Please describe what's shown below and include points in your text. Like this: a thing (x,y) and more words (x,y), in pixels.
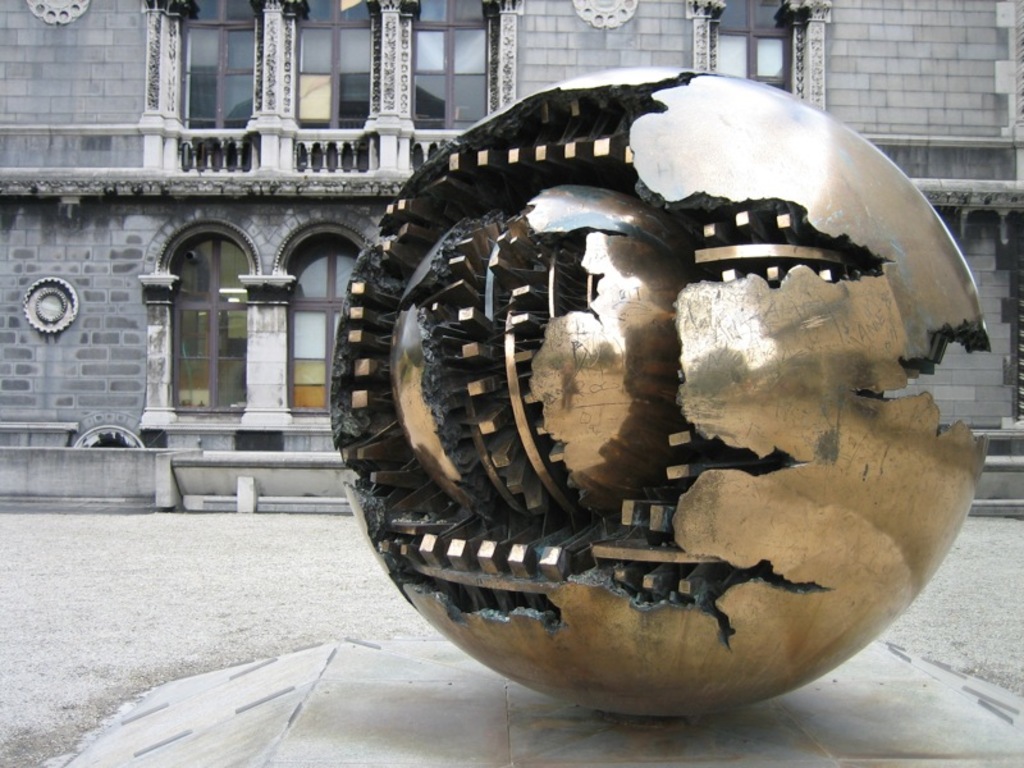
In this image, we can see a sculpture (588,230) in front of the building (474,76).
